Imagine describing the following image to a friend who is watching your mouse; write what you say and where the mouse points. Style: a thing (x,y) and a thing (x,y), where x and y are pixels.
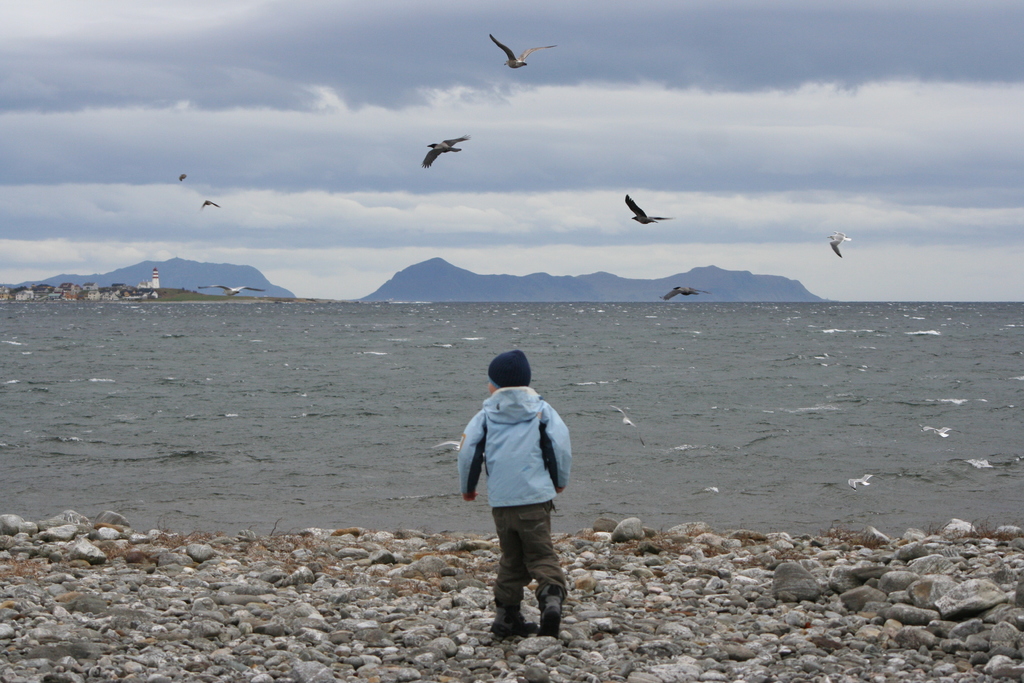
In this image in the center (504,449) there is a boy (527,515) standing and there are stones (310,627) on the ground (443,646). In the center (467,366) there is water (588,364) and there are birds (458,150) flying in the sky (635,243). In the background (188,253) there are mountains (569,281) and the sky (403,151) is cloudy.
